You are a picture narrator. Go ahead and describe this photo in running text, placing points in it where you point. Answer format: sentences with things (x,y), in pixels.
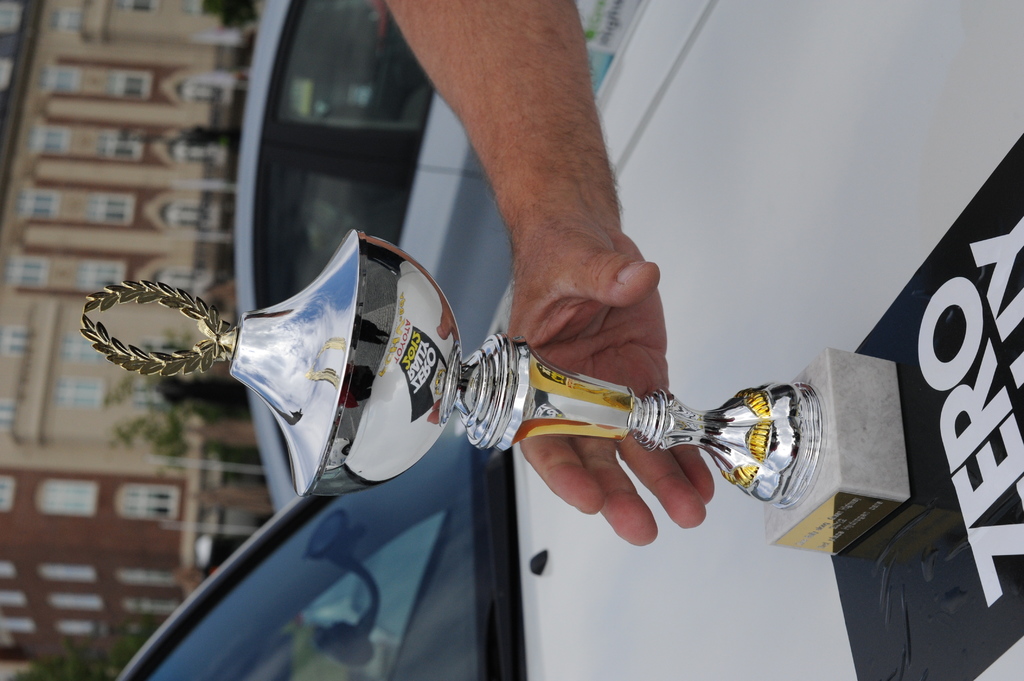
In this picture I can observe trophy (519,394) in the middle of the picture (492,368). I can observe a human hand (569,309) in the middle of the picture (566,340). In the background (151,231) I can observe building (105,228).
